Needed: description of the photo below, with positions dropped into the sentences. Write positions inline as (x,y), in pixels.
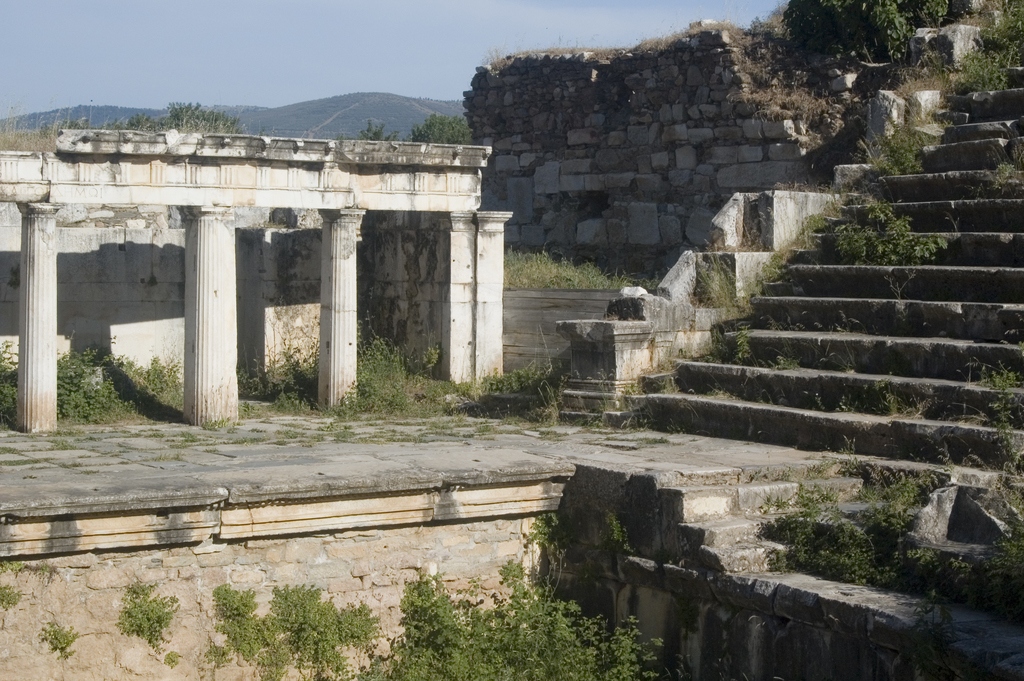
In the picture we can see some plants (228,600) and behind it, we can see some old construction (30,356) with pillars (198,304) and beside it, we can see some steps (831,268) and some plants (880,229) on it and beside it, we can see a broken wall (695,140) and in the background (41,93) we can see the hill (345,99) and the sky (60,100).
